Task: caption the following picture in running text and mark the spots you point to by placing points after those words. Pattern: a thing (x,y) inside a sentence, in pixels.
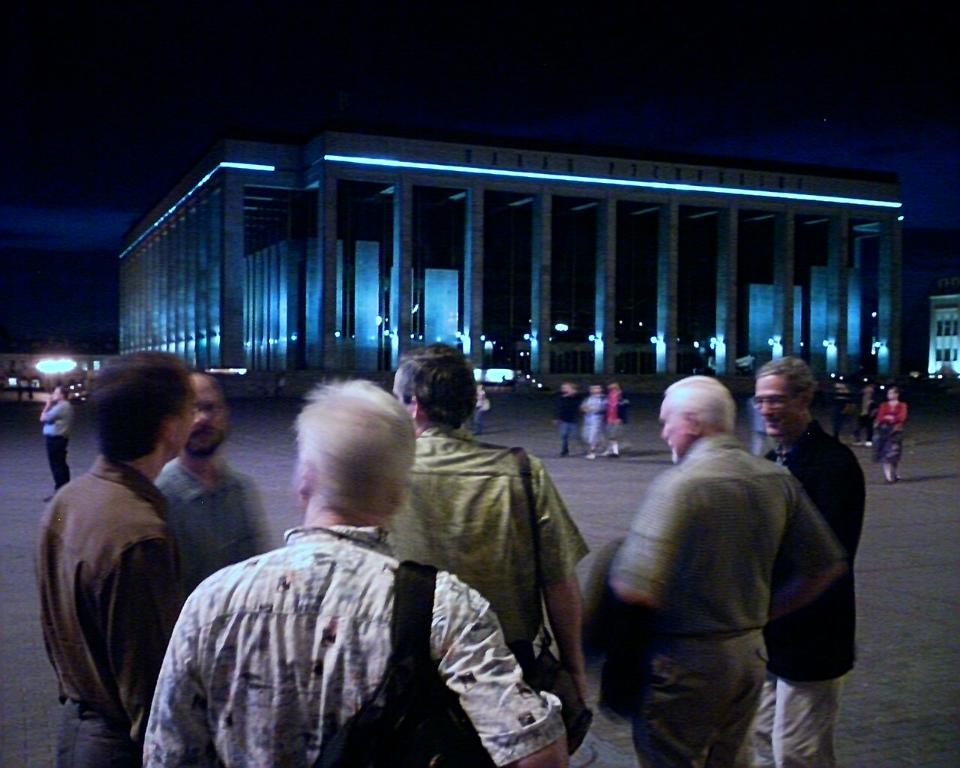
This picture shows few people (345,425) standing and few are walking and we see a couple of buildings (798,355) and we see a couple of men (459,587) wore bags (421,652) and a man (645,565) holding a coat (638,617) in his hand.
